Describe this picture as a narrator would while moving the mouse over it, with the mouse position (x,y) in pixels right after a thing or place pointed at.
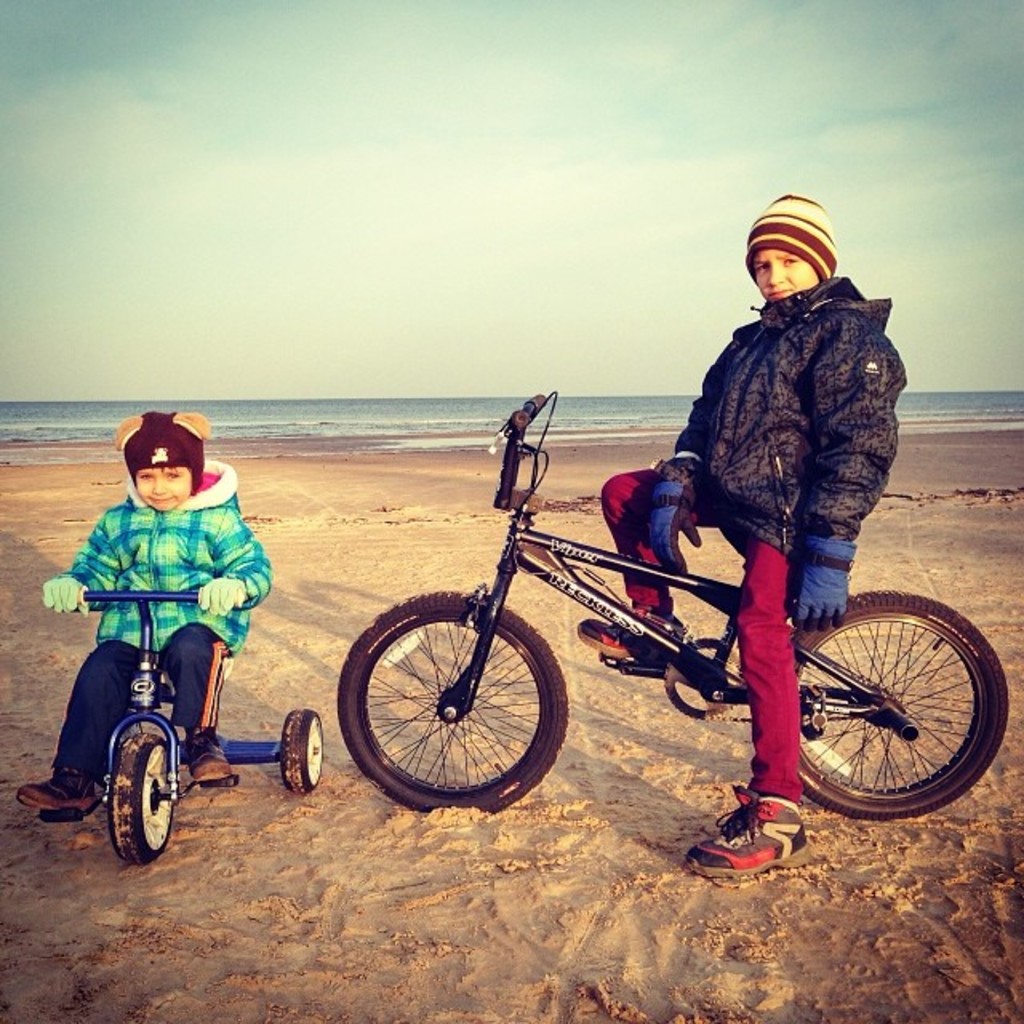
2 people (116,671) are sitting on the bicycle (804,655) in a beach (400,868). behind them there is water (349,426).
